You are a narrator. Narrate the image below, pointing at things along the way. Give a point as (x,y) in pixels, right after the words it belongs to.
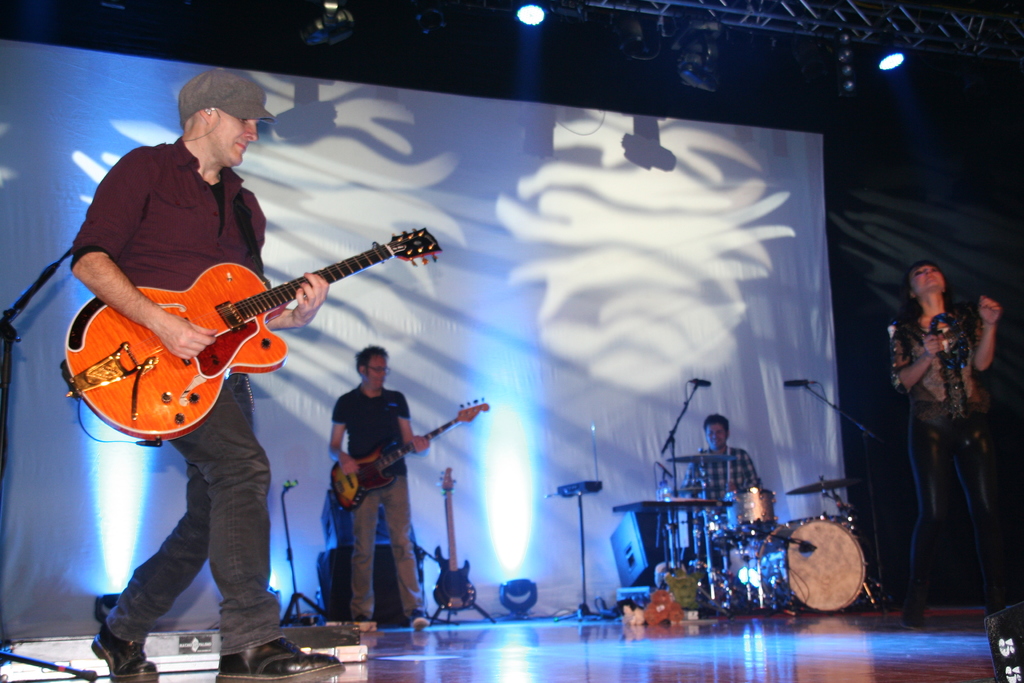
In this picture we can see four persons (919,279) on stage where two are playing guitar (86,314) and one man (721,438) is playing drums (749,545) here woman (993,320) singing on mic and in background (488,208) we can see cloth (531,313), lights (516,450).
